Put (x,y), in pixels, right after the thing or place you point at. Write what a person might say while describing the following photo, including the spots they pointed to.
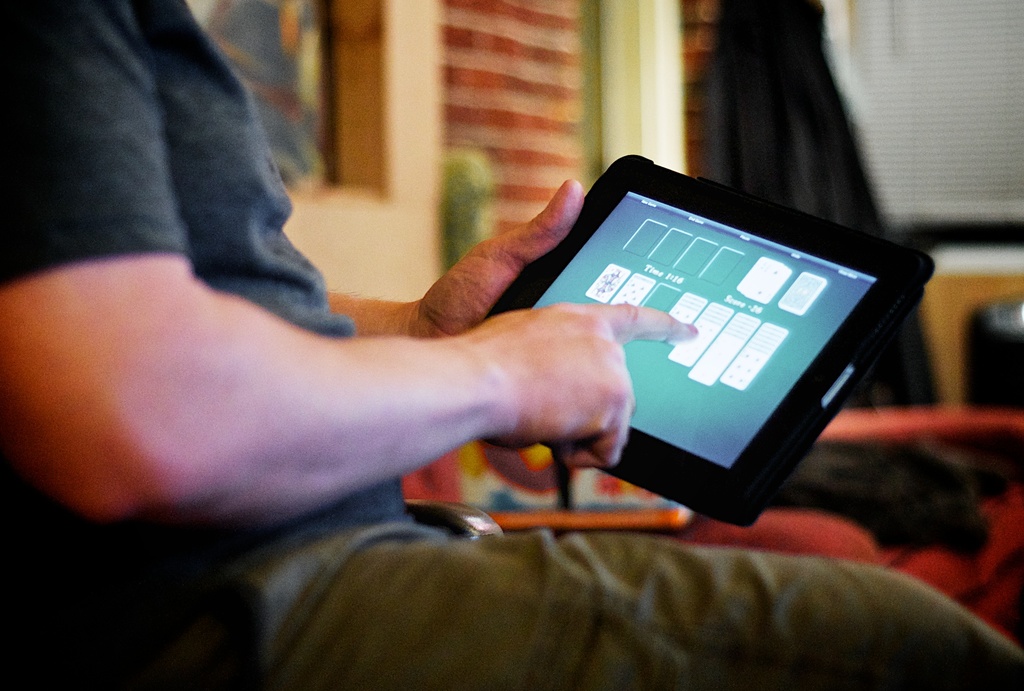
In this image a man (168,392) sitting on chair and using an ipad (664,354).
